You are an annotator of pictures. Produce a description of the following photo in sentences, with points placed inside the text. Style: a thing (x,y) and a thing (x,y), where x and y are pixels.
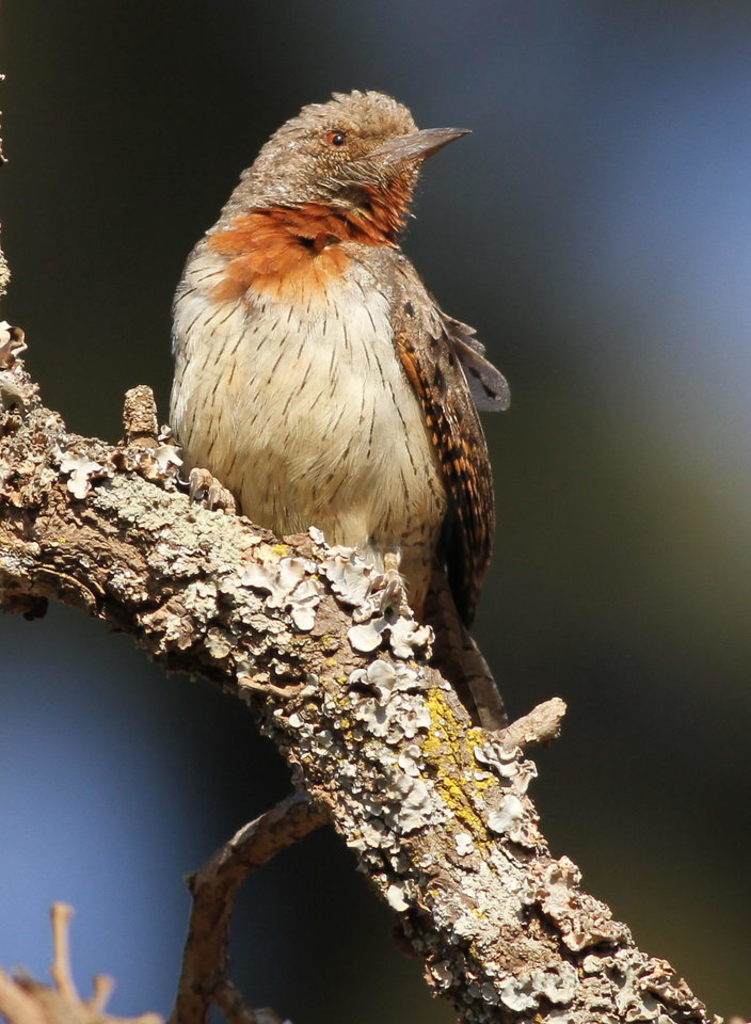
In this image we can see a bird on the branch (346,556). There is a blur background (157,952).
